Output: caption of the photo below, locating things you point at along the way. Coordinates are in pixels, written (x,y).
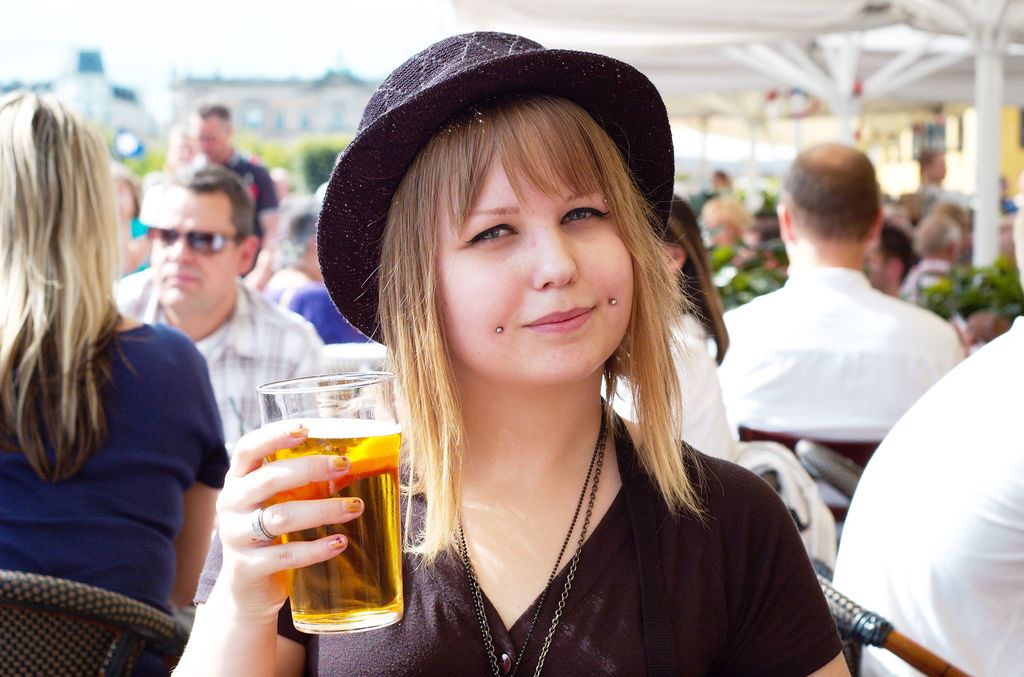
In this image we can see a woman (406,496) holding a glass (362,539) with drink (379,549) in her hands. In the background (815,371) we can see many people (38,114).
